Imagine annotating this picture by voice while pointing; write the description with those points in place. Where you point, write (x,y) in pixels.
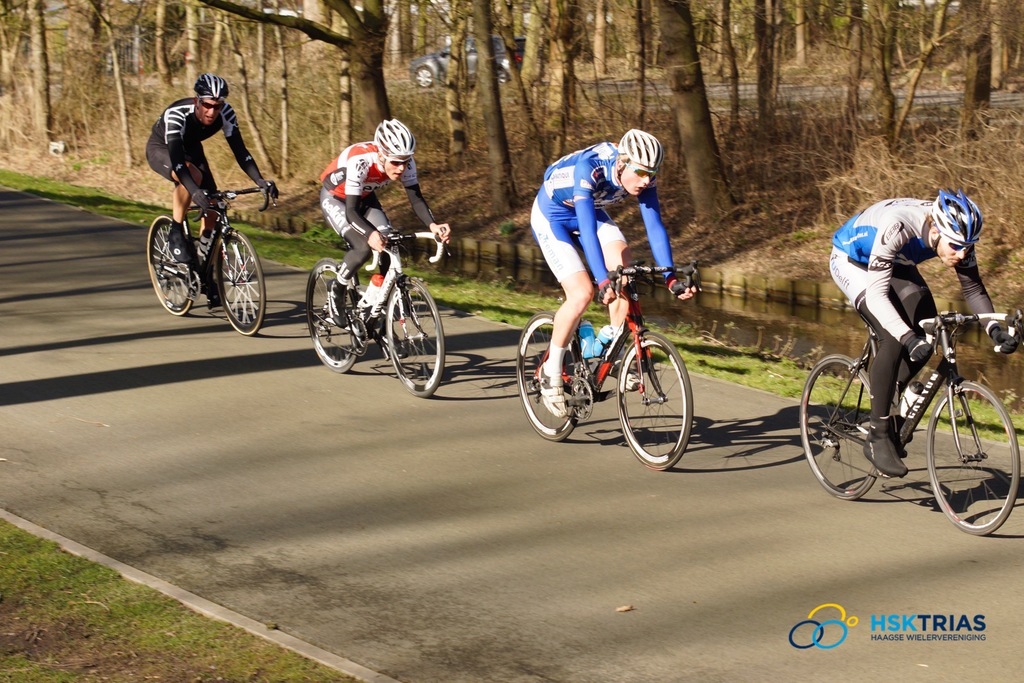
In this picture we can see people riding bicycles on the ground (431,460), they are wearing helmets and in the background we can see a fence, grass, trees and a vehicle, in the bottom right (878,634) we can see a logo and some text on it.
